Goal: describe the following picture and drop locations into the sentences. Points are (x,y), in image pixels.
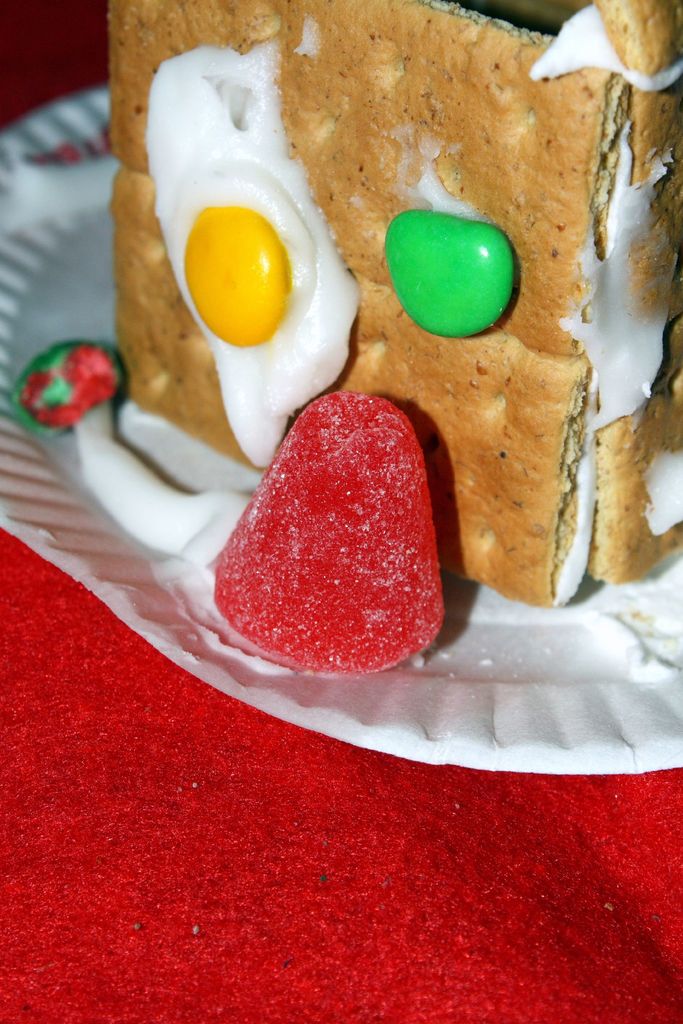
In the picture we can see red color cloth (316,895) on it we can see a white color plate (653,763) on it we can see a pastries (534,437) and some candy (367,438) beside it which is red in color.
